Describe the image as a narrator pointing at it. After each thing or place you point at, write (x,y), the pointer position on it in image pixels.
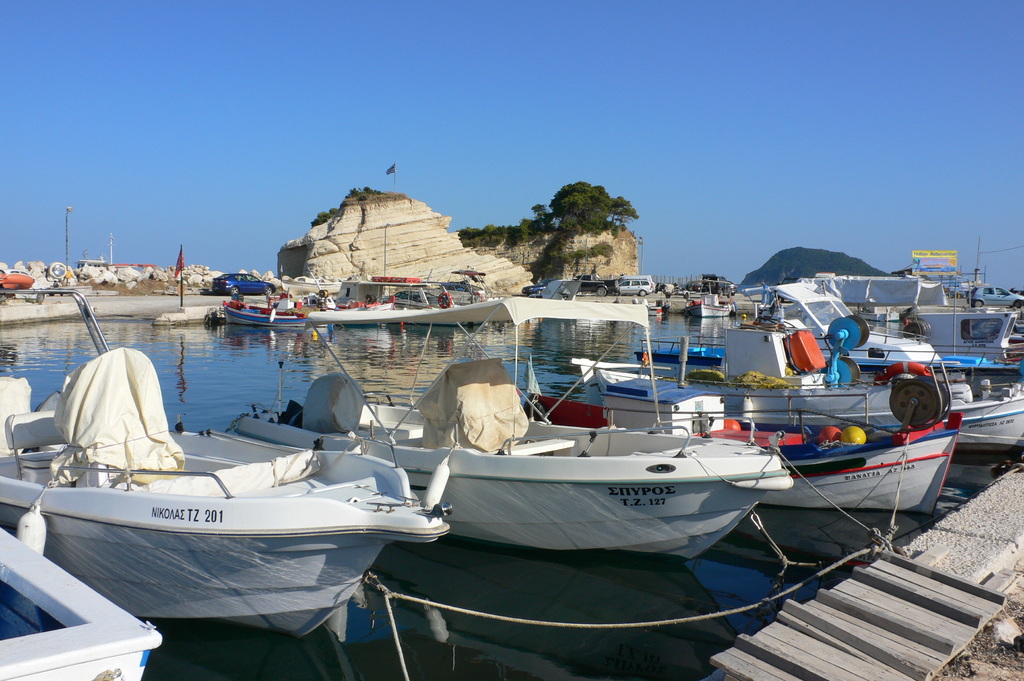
In this picture we can see there are boats (349,456) on the water (330,640) and the boats (546,543) are tied with ropes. Behind the boats (344,496) there are poles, hills (504,257), trees (554,237), some vehicles (716,276) on the path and sky (44,228).
